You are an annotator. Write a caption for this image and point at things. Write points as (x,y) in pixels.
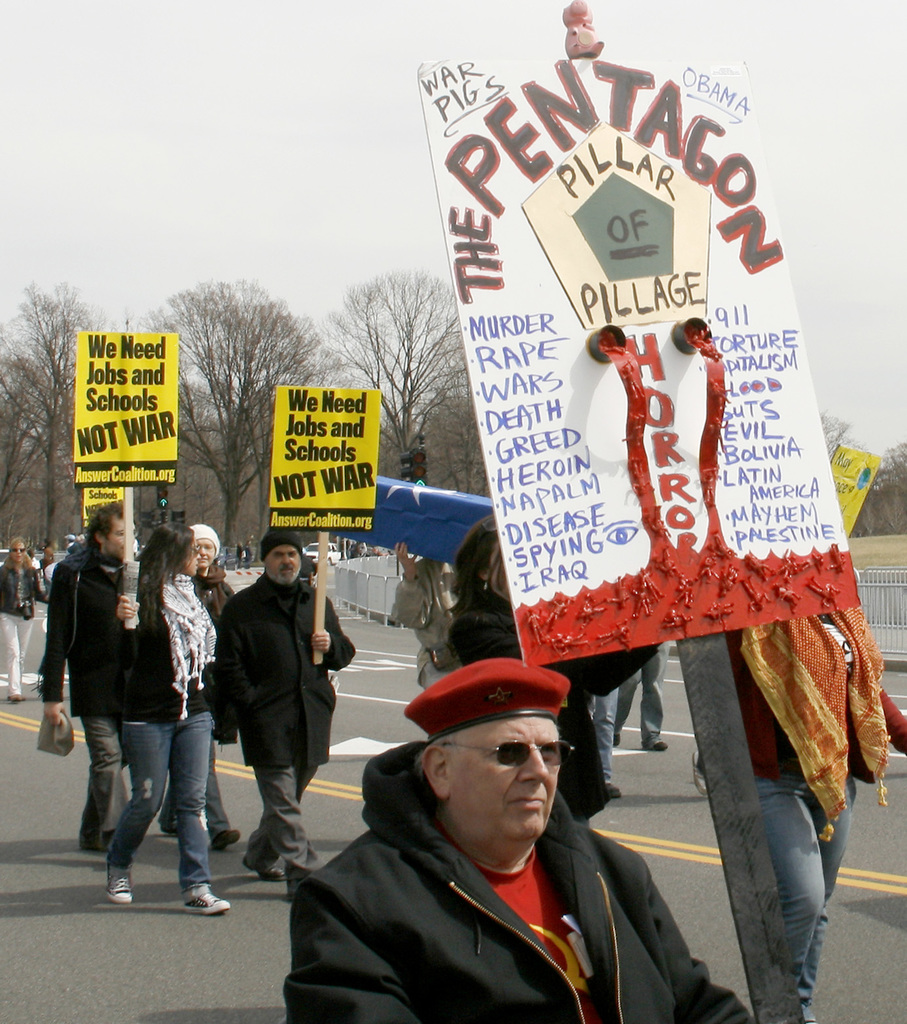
In this image I can see people (289,706) on the road (27,679). These people (101,606) are holding placards (312,504). In the background (871,591) I can see fence (896,586), trees (211,473) and the sky (278,266).
